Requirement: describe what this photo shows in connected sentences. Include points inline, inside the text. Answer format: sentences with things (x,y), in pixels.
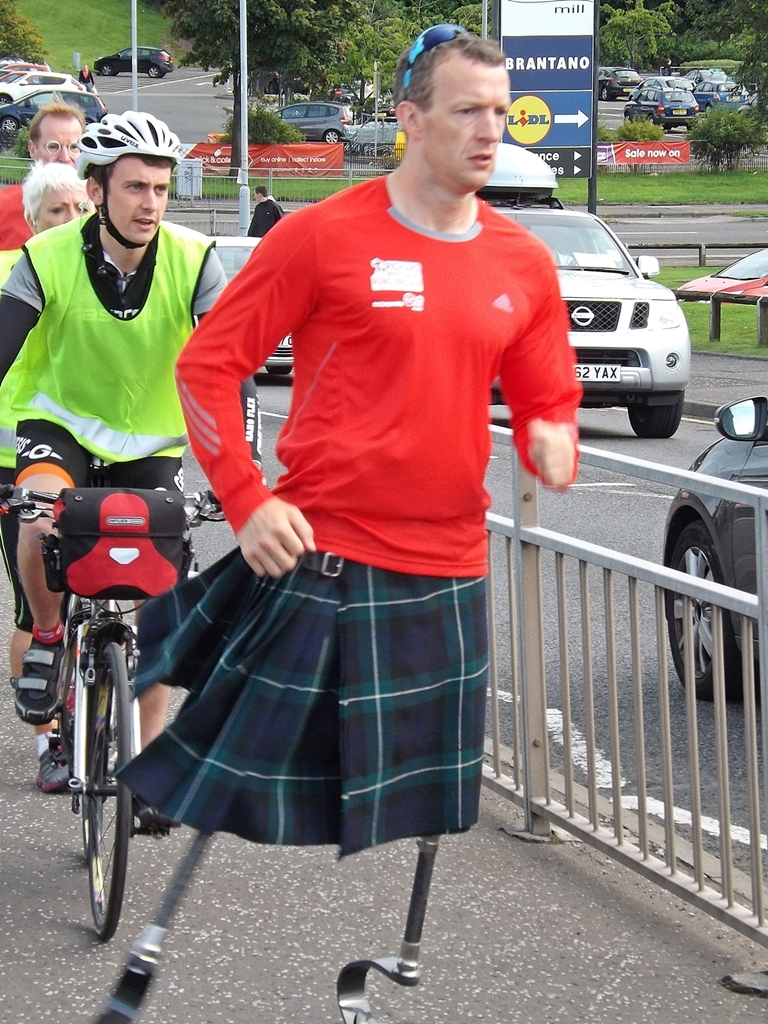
In this picture there is a man (315,816) who is handicap and the other people (106,133) those who are riding the bicycle (40,496) at the left side of the image (74,197), it seems to be road side (581,513) view, there are cars (620,339) at the right side of the image (656,406) and there are trees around the area of the image.
